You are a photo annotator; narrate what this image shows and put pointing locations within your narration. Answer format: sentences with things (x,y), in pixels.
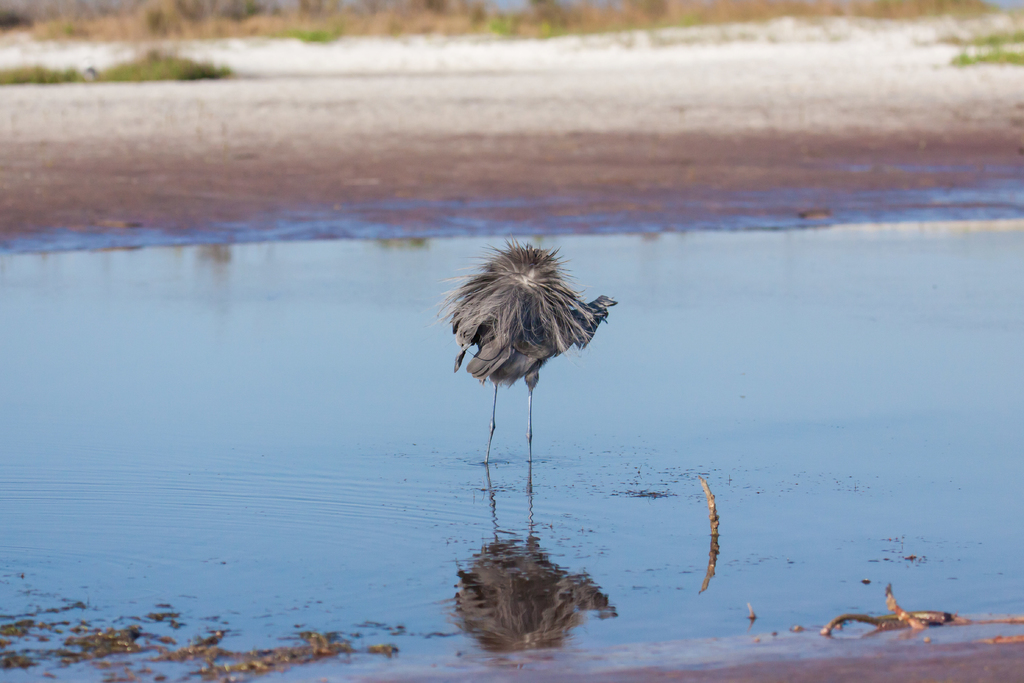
In this image we can see a bird (482,339) in the water (501,479). On the backside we can see some plants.
